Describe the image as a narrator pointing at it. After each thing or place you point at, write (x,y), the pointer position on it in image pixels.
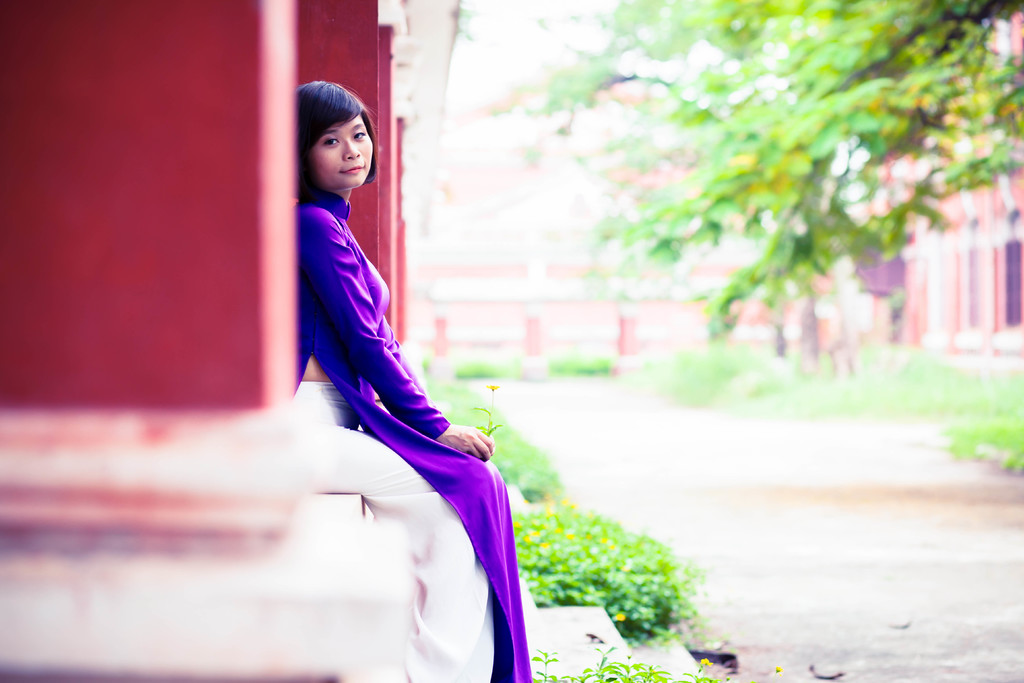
In this image I can see a person (479,615) and the person (469,474) is wearing purple and white color dress (403,491). Background (490,50) I can see few pillars (215,89) in red color, trees (966,163) in green color, a building (953,268) and the sky (485,65) is in white color.
